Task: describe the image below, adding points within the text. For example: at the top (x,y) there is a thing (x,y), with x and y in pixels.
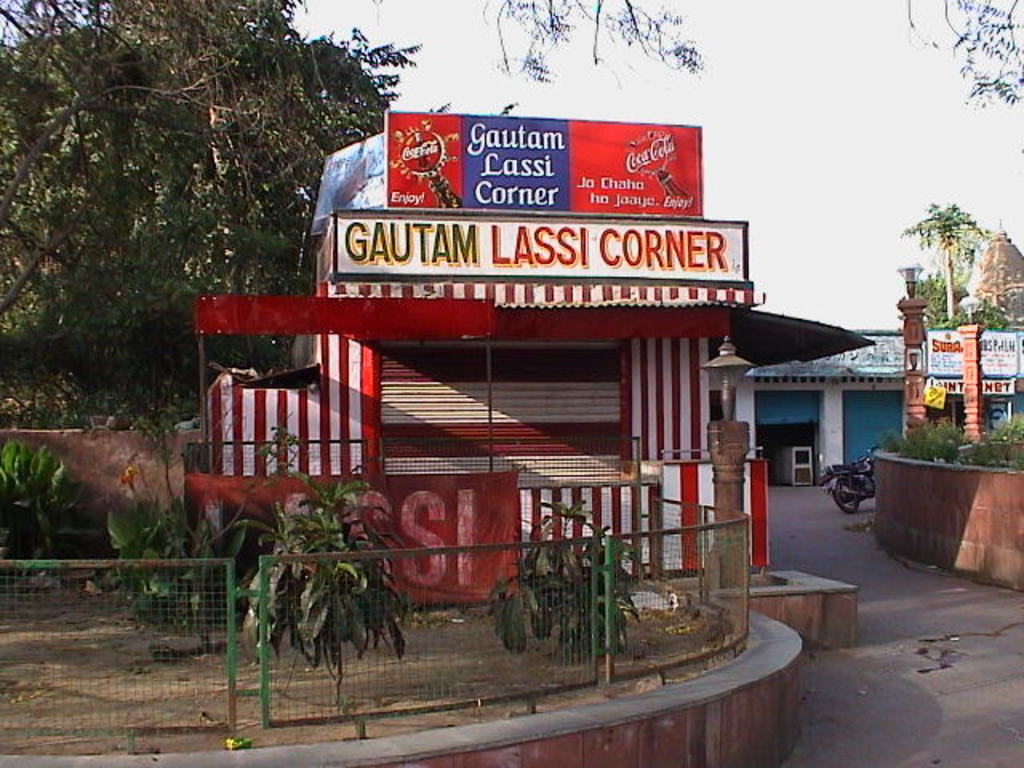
This image consists of a shop (590,265). At the top (485,161), we can see a name board (449,198). At the bottom (341,633), there are plants (288,602) and a fencing (261,617). In the background (171,284), there are trees (171,284). On the right (995,385), there are many shops (880,422). At the bottom (866,714), there is a road (934,642). At the top (594,79), there is sky (613,72).
